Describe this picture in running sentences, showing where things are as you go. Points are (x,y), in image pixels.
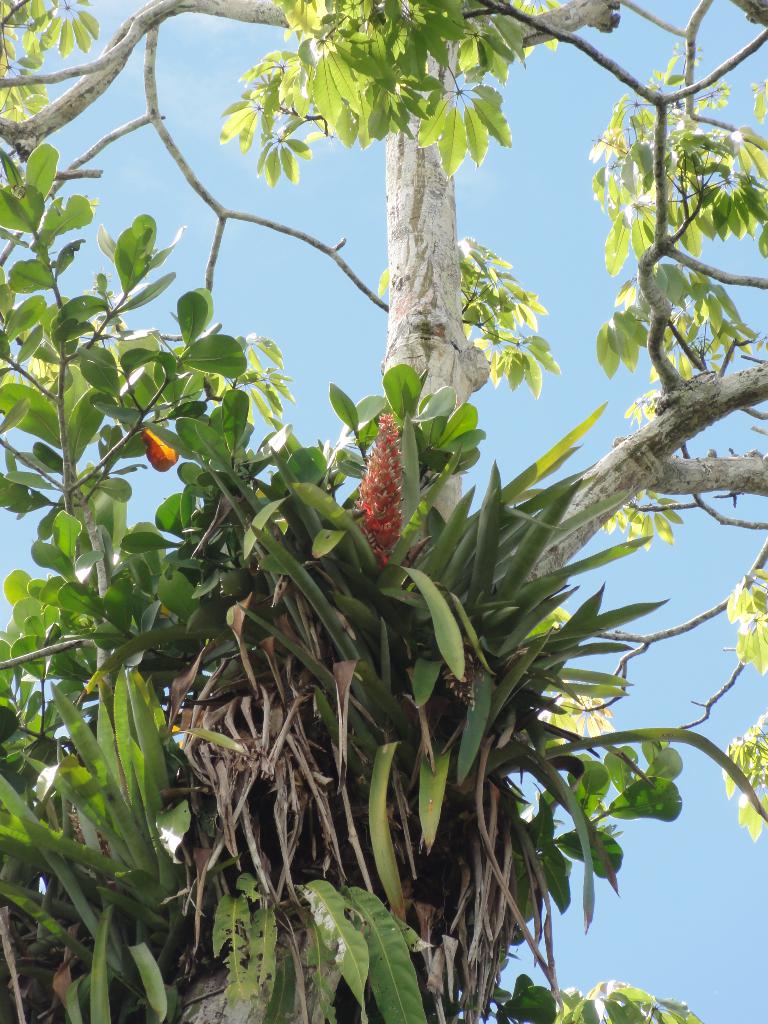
In this image we can see a plant (567,594) and a tree (457,303). In the background (487,243) we can see the sky (319,326).
